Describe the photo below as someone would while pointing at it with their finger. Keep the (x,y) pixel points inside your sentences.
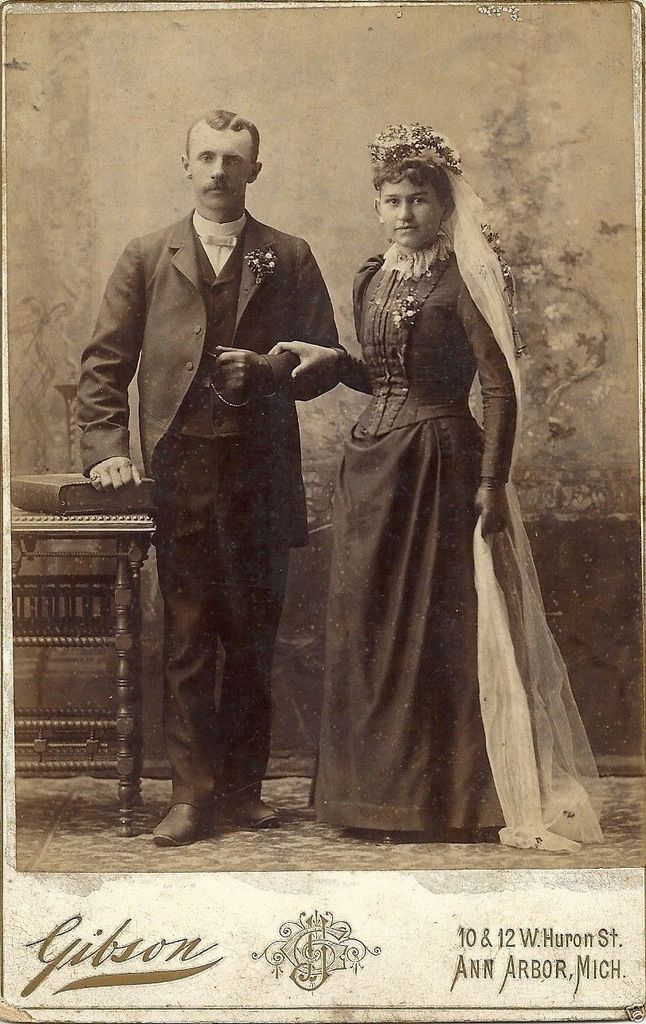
It is a poster. In this image there are depictions of people (365,700) standing beside the table (93,642). On top of the table (146,532) there is a book (15,500). Behind them there is a wall (222,68). There are text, watermark (105,938) and numbers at the bottom of the image (128,953).
